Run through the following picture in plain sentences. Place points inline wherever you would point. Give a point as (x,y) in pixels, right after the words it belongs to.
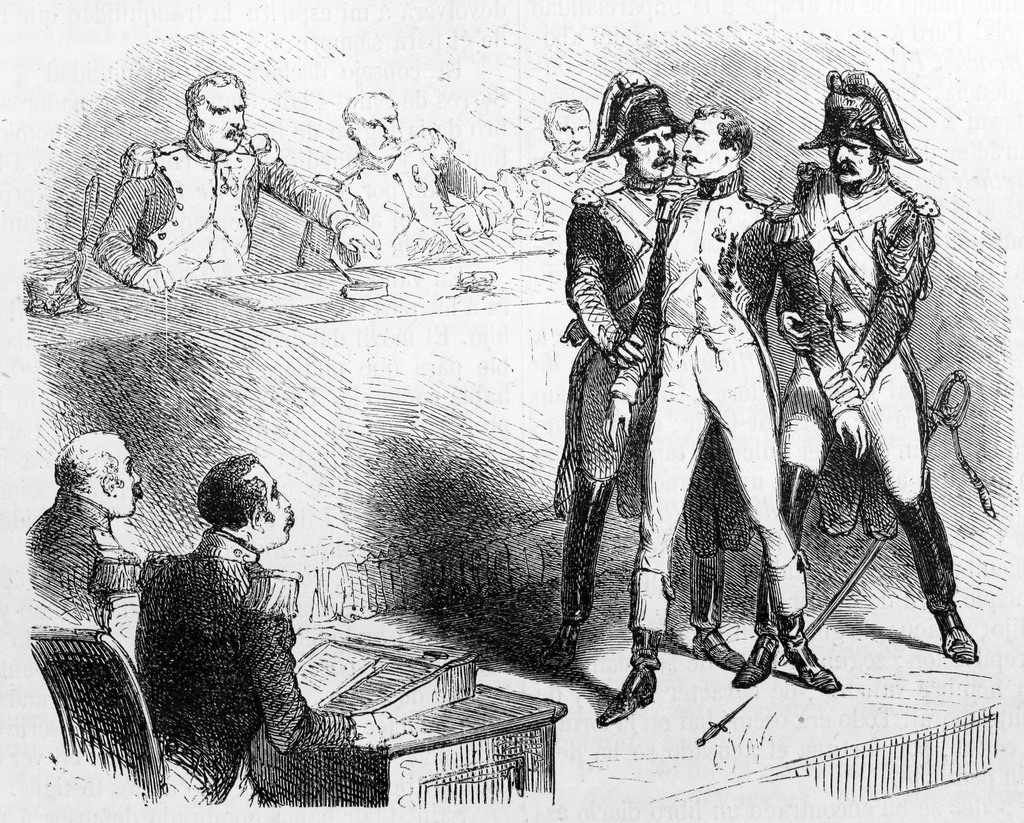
In the image in the center (417,364) we can see one paper (751,410). On paper (692,327), on the left side (268,694) we can see two persons (283,699) were sitting on the chair (116,676) and there is a table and book (339,694). In the center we can see three persons (183,270) were sitting on the chair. In front of them there is a table (441,301). On table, we can see inkwell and few other objects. And on the right side (834,411) we can see three persons (669,322) were standing and they were in different costumes (752,264).
